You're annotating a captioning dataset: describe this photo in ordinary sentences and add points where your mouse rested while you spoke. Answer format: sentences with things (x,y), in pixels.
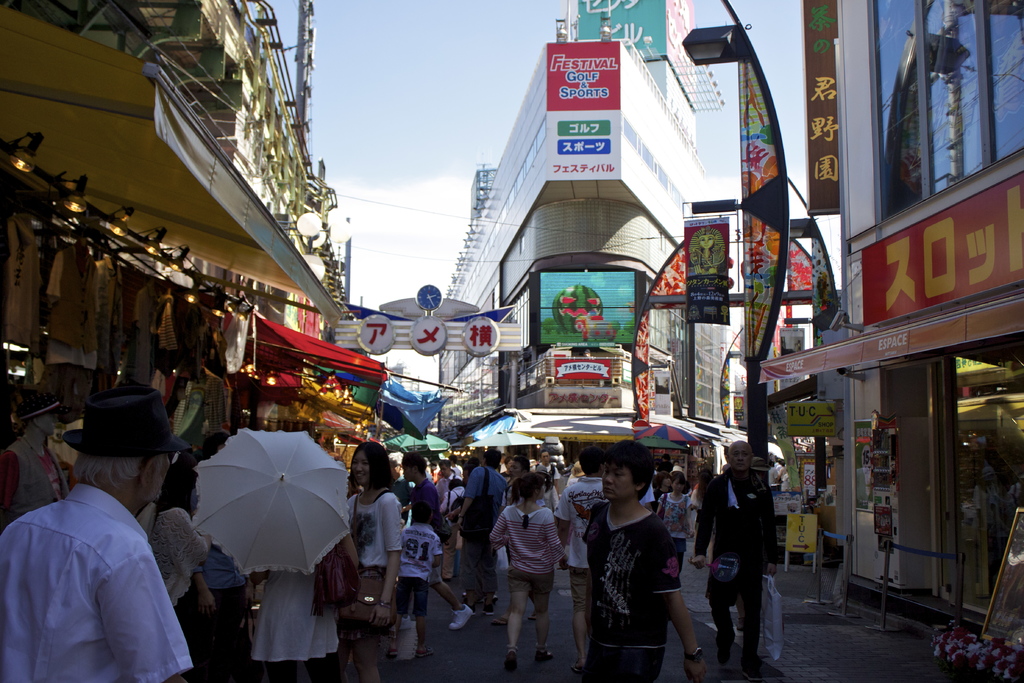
In the picture I can see these people (260,663) are walking on the road (908,631), I can see buildings (221,120) on either side of the image, I can see some clothes (183,384) hanged here, I can see boards (940,292), banners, lights (250,371), tents (419,418) and the plain sky (351,123) in the background (376,139).
